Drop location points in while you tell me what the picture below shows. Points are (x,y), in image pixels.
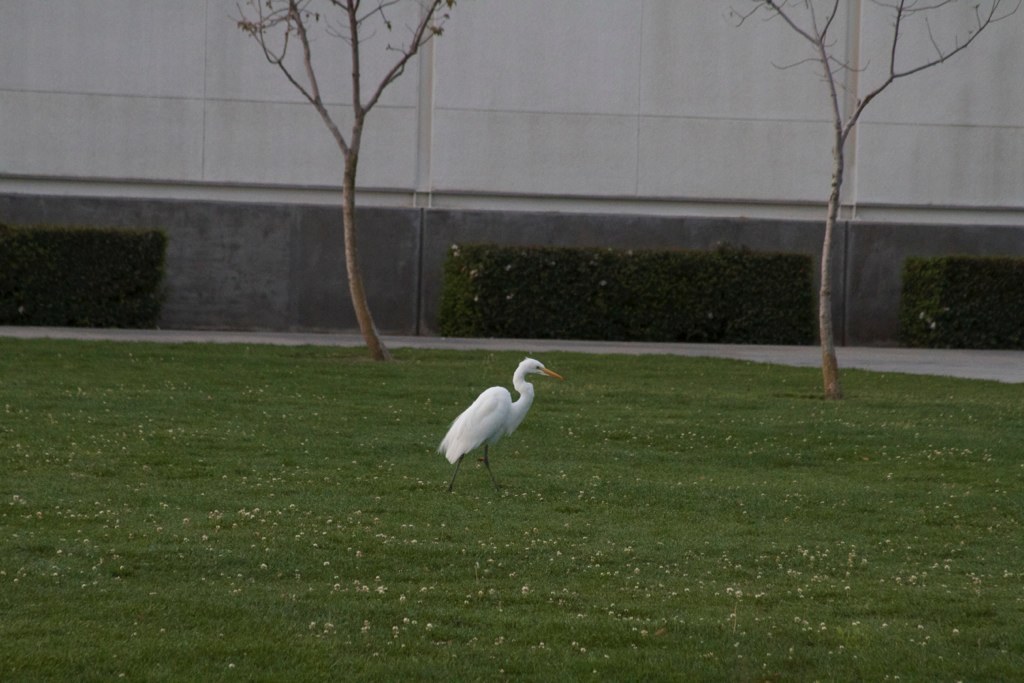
In the middle of this image (479,409) there is a crane (479,409) walking on the ground (554,473) towards the right side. On the ground (181,614), I can see the grass (142,614). In the background (293,147) there are two trees (360,311) and a wall (599,116).
